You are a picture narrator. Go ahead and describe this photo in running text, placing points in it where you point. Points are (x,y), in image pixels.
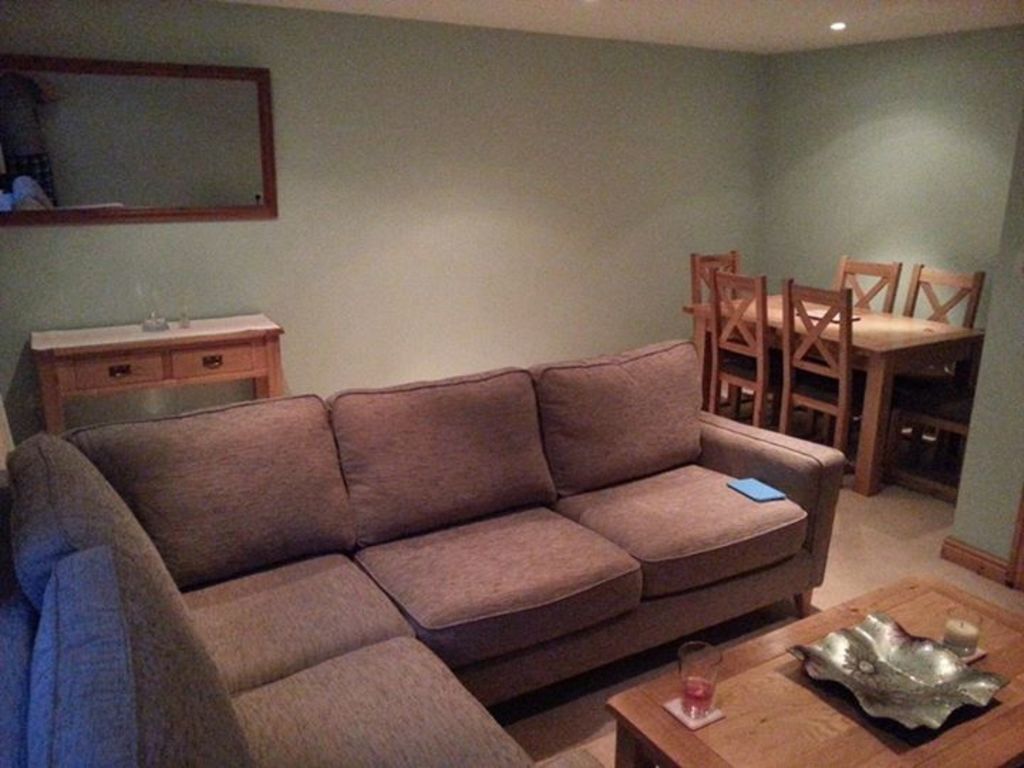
In this picture we can see a room (699,459) with sofa (269,621) and in front of sofa (786,507) we have a table (760,723) and on table (666,691) there is a glass (706,692) with liquid (694,687) in it, tray (873,679), candle (962,640) and at back of the sofa (235,409) we have a table (163,364) with racks (253,354) to it, chairs (801,308), wall (622,213) with frame (186,145).
